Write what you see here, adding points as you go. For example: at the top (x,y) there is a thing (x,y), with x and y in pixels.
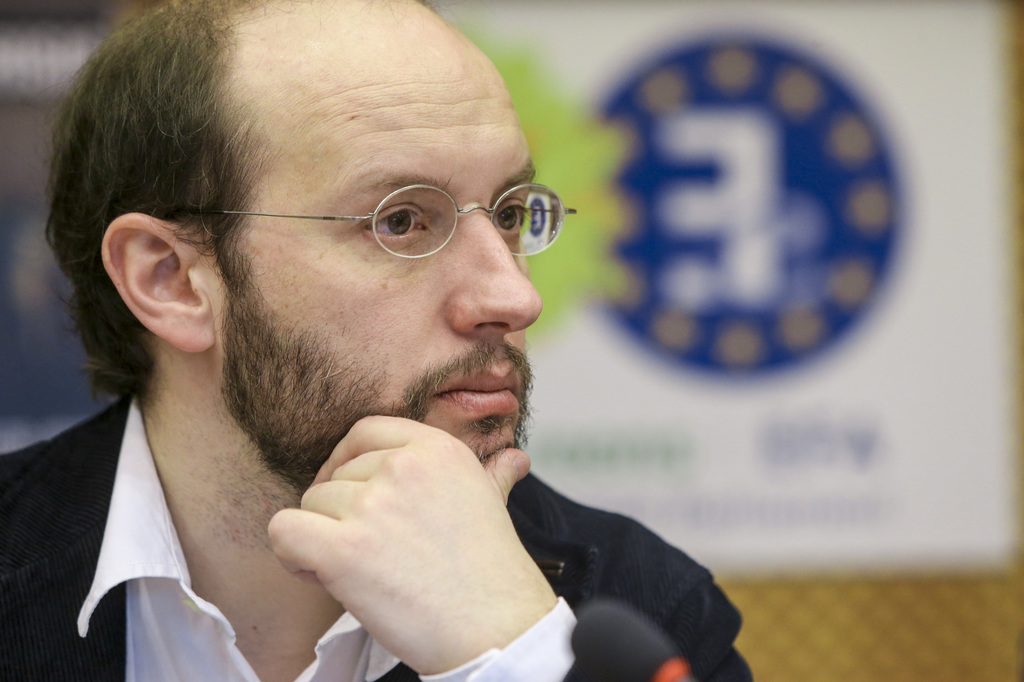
In this picture I can see on the left side (181,209) there is a man (293,631), he is wearing a shirt (157,591), coat (98,533), spectacles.
